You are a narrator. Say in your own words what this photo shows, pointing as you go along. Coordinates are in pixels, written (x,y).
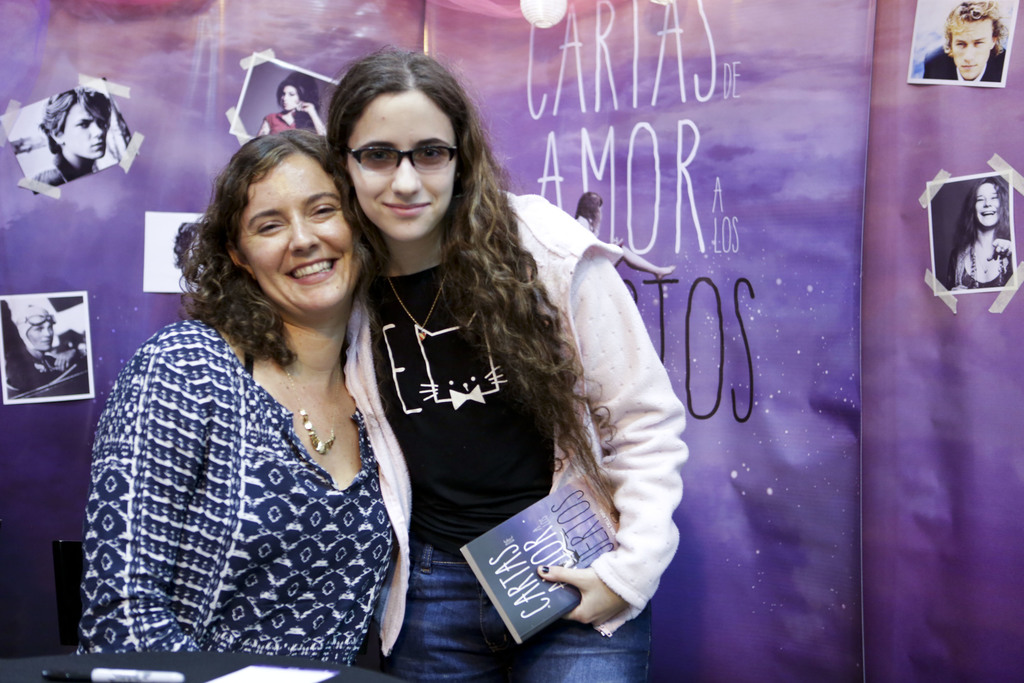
In this image we can see two ladies (456,489), one of them is holding a book (528,572), behind them there are photographs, and text (660,295) on the cloth (707,459), in front of them there is a pen (145,673), and a paper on the table (199,674).
